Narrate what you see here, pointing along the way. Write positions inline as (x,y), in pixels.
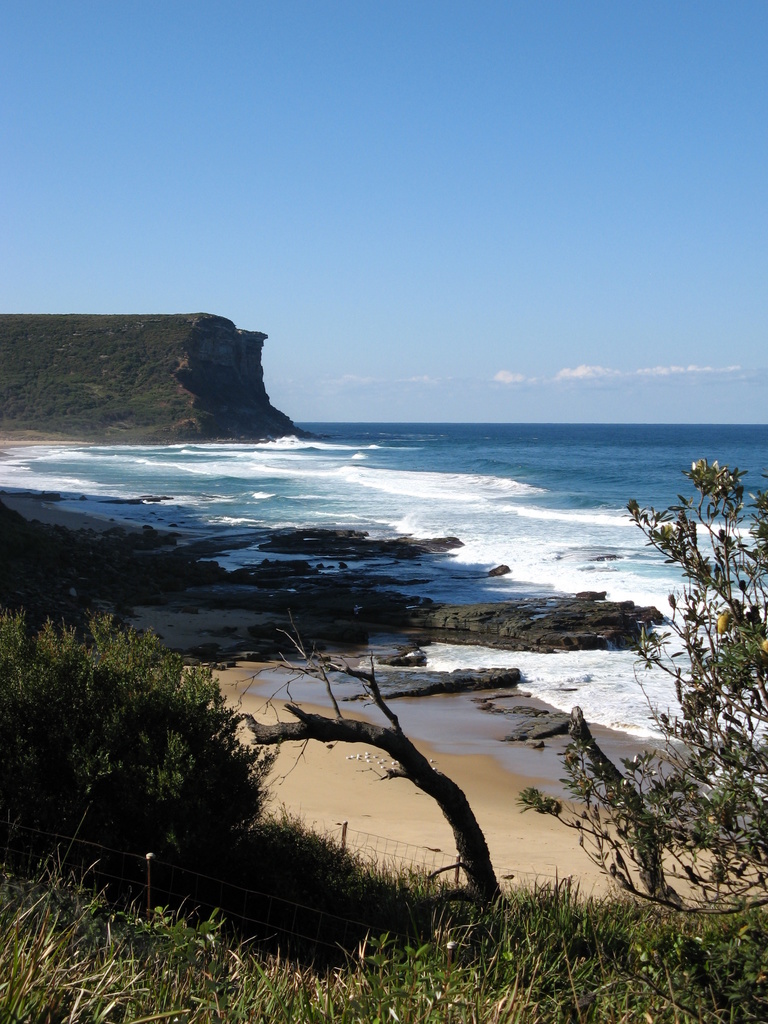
In this image in the center (343,509) there is a beach (351,588), and at the bottom (172,945) there are some plants (604,983), fence (418,844), trees (750,839) and sand (541,862). In the background (142,325) there is some well it looks like a mountain (229,377), at the top of the image (324,138) there is sky (387,225).
